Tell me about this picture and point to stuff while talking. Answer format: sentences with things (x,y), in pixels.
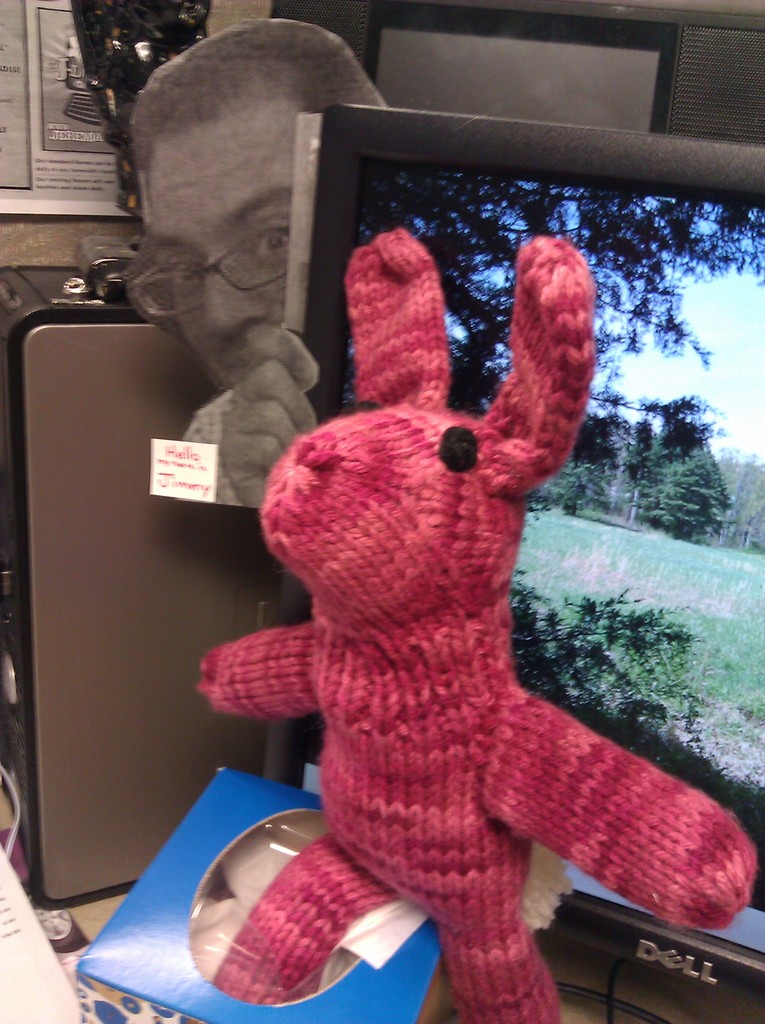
In this picture we can see a toy (430,517), monitor (611,368), CPU (57,458) and a board (190,246). Behind the CPU (88,294), there are some objects (92,60). At the bottom left corner of the image (22,988), there is a paper (5,933).
